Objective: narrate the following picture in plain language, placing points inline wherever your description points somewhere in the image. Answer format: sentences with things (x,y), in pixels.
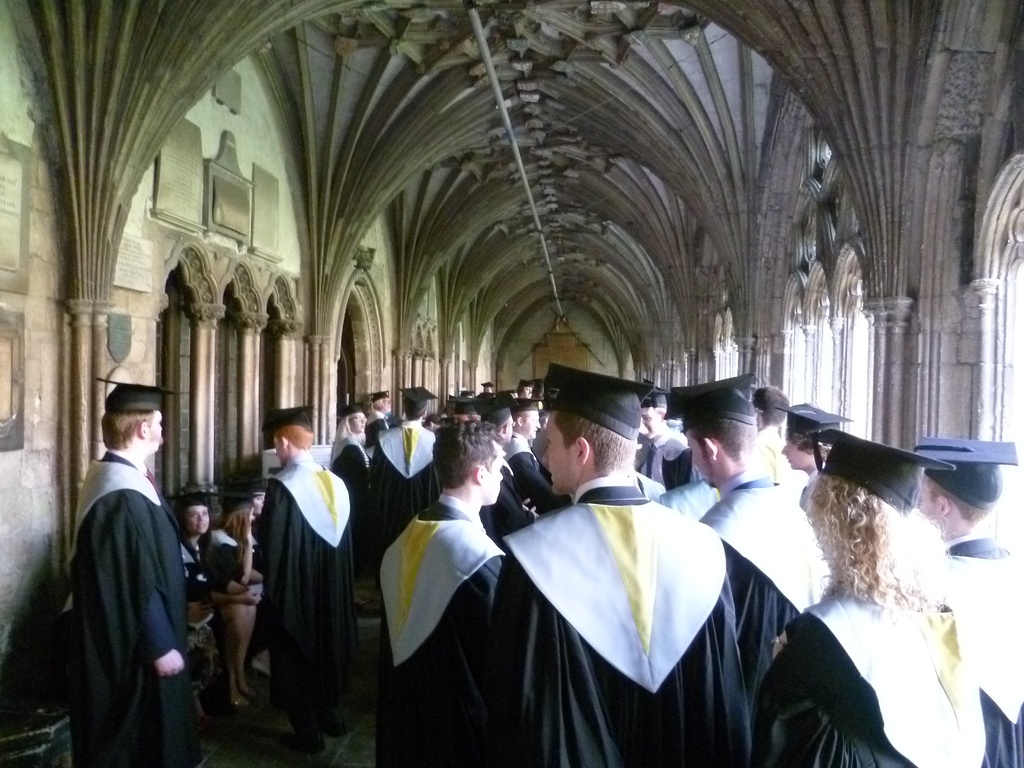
In this image we can see there are a few people (436,569) standing and some are sitting inside the building (413,289).
